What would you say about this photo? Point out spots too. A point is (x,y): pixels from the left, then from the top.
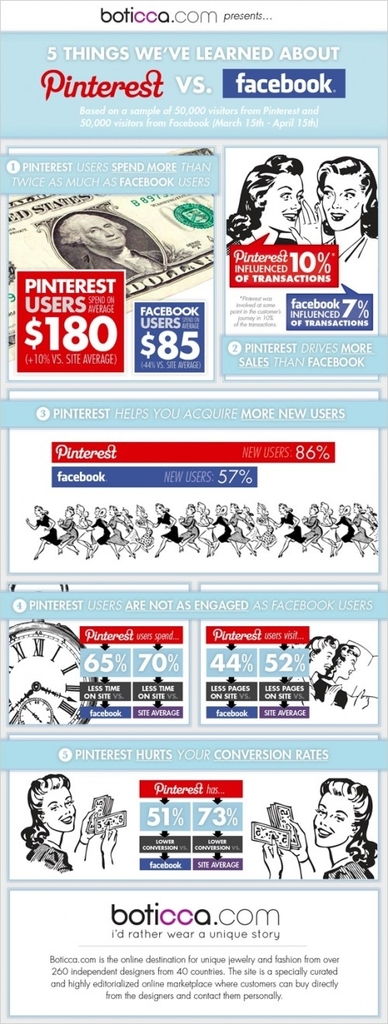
In this image we can see a picture (256,129) of a group of persons (341,244), text (166,660), clock (55,719) and a currency note (128,278).
